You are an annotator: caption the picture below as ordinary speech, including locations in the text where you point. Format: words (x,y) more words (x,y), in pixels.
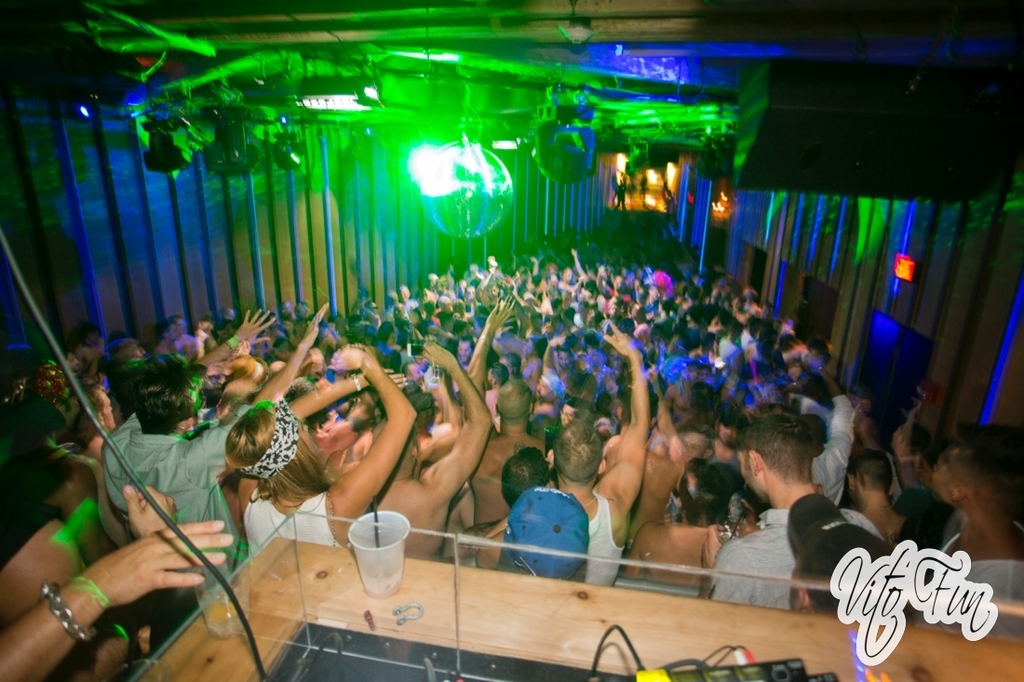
In this image there are group of persons (610,374), there is a table (590,616) towards the bottom of the image (571,621), there are objects (362,531) on the table (668,640), there is a wall (45,298), there is the roof (379,112) towards the top of the image (547,57), there are objects (573,93) on the roof (447,98), there is a light (441,149), there is a wire (90,412) towards the left of the image (15,260), there is text (903,592) towards the bottom of the image (899,593).
